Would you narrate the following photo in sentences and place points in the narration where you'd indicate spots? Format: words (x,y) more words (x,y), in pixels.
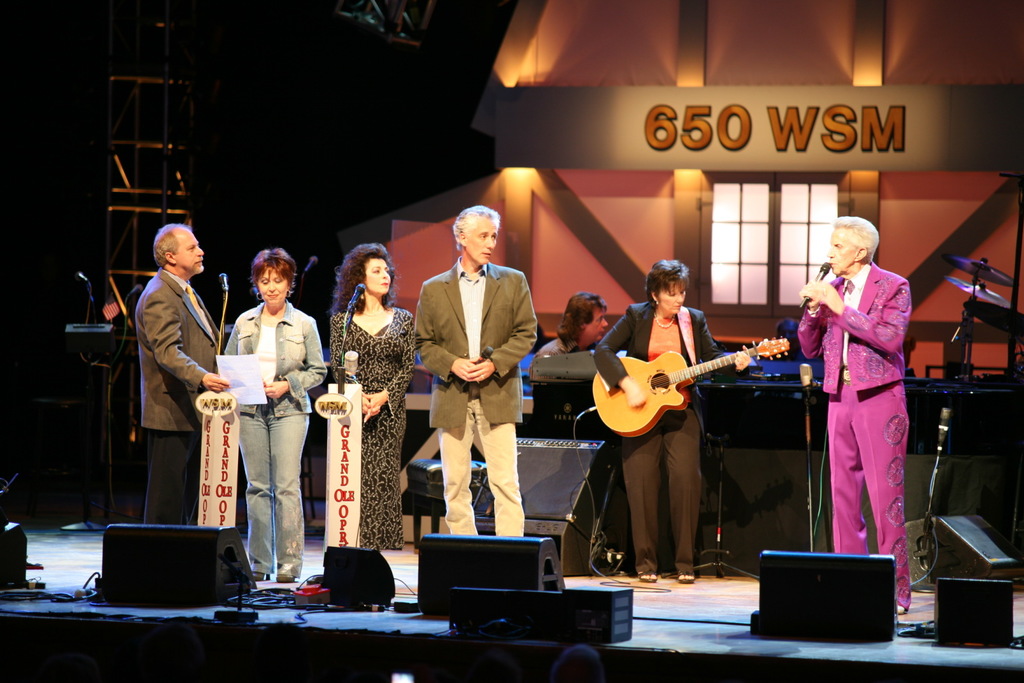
In this picture we can see a group of people (661,269) standing on stage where in middle (651,280) woman (669,344) playing guitar (671,376) and on right side (890,316) man (840,313) holding mic (818,285) in his hand (840,301) and talking and on left side (281,285) two men (452,280) and two woman (282,298) looking at him and in the background (152,71) we can see pillar (684,183), window (800,240), some persons (572,304) and it is dark.
